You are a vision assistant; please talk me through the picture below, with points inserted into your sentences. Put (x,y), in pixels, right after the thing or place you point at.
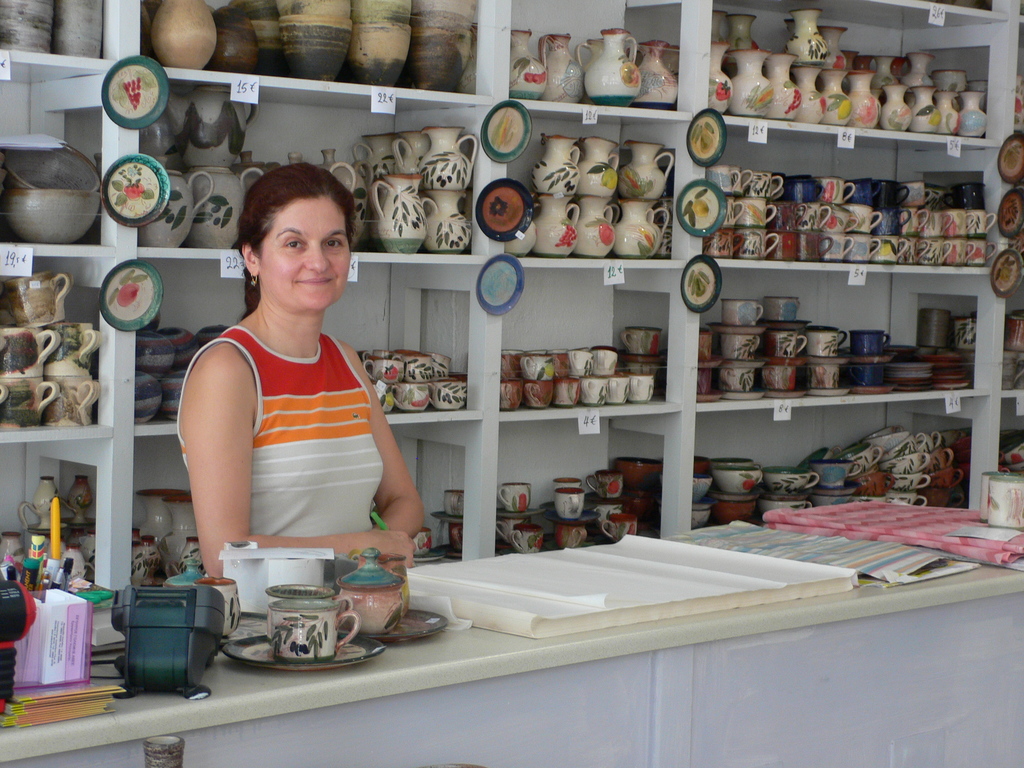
On the left side of the image (326,435) there is a woman (269,375) standing at the countertop (190,717). On the countertop (179,723) there are objects (257,633) and papers (781,588). In the background (859,235) there are shelves (66,452) and objects (237,135) placed in it.
